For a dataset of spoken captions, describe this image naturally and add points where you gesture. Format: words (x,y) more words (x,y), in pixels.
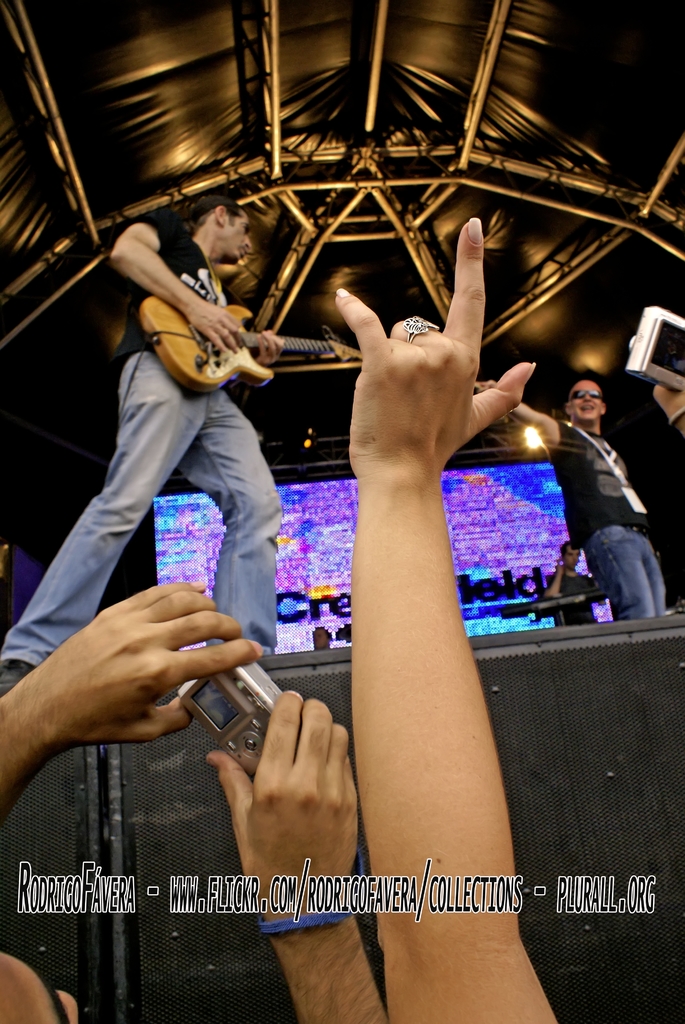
In this image a person (139,448) is standing with a guitar (203,378) in his hand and a screen (282,525) back side of him. There is another person (76,666) who is holding a camera (241,719) and taking a pictures of the persons (250,575) who are on the stage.
